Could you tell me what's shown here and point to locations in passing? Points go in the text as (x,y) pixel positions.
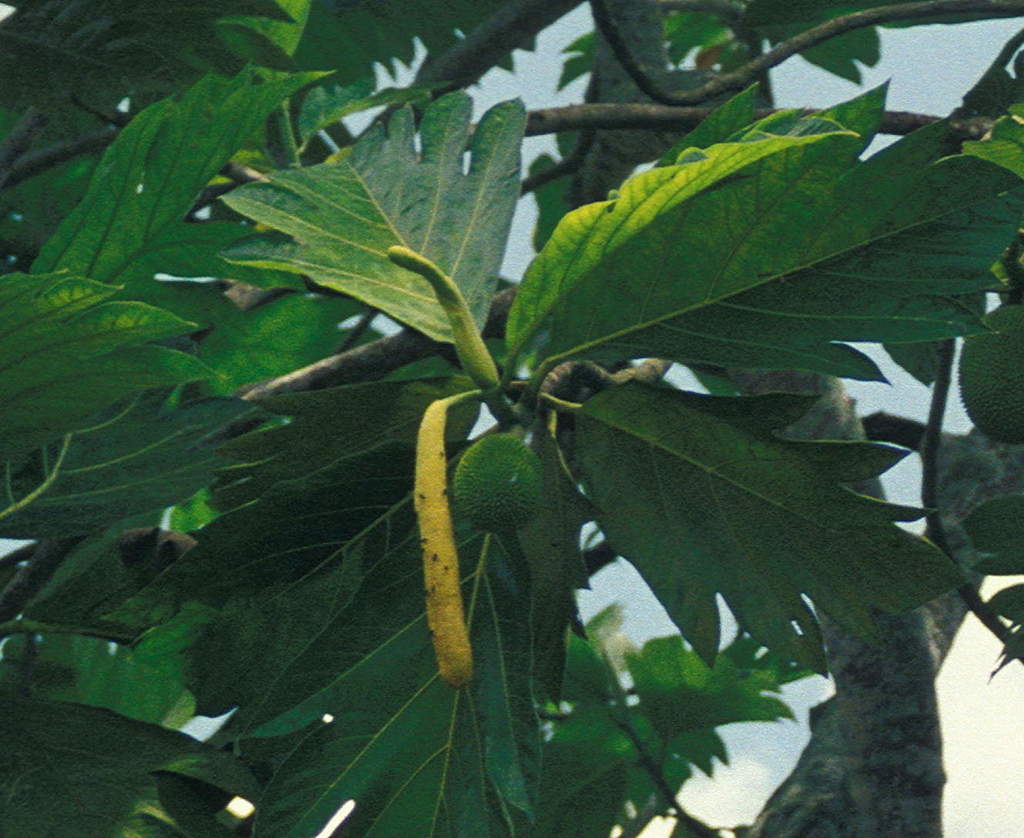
In this image I can see a green color leaves (527,333) and a green color vegetable (500,467).
